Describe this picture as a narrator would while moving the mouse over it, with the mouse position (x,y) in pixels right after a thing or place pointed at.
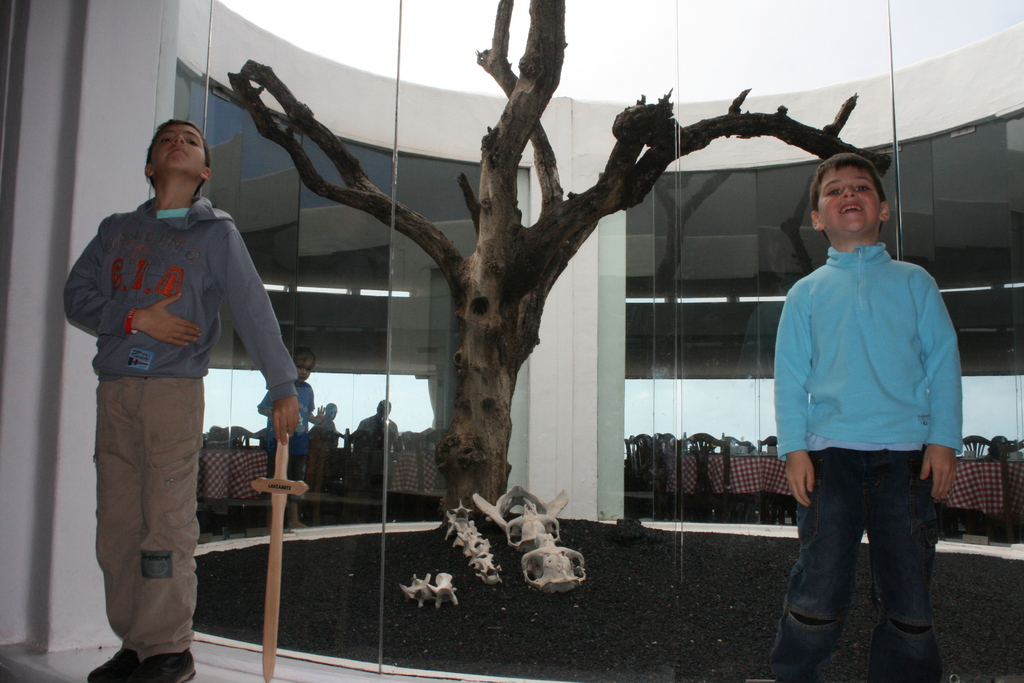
In the image there are two boys (828,344) in hoodies (818,395) standing in front of glass wall (355,21) with a tree (598,184) behind it and over the background (734,479) there are tables (760,481) and chairs (701,472) with few persons (370,448) standing on the left side (311,419).
